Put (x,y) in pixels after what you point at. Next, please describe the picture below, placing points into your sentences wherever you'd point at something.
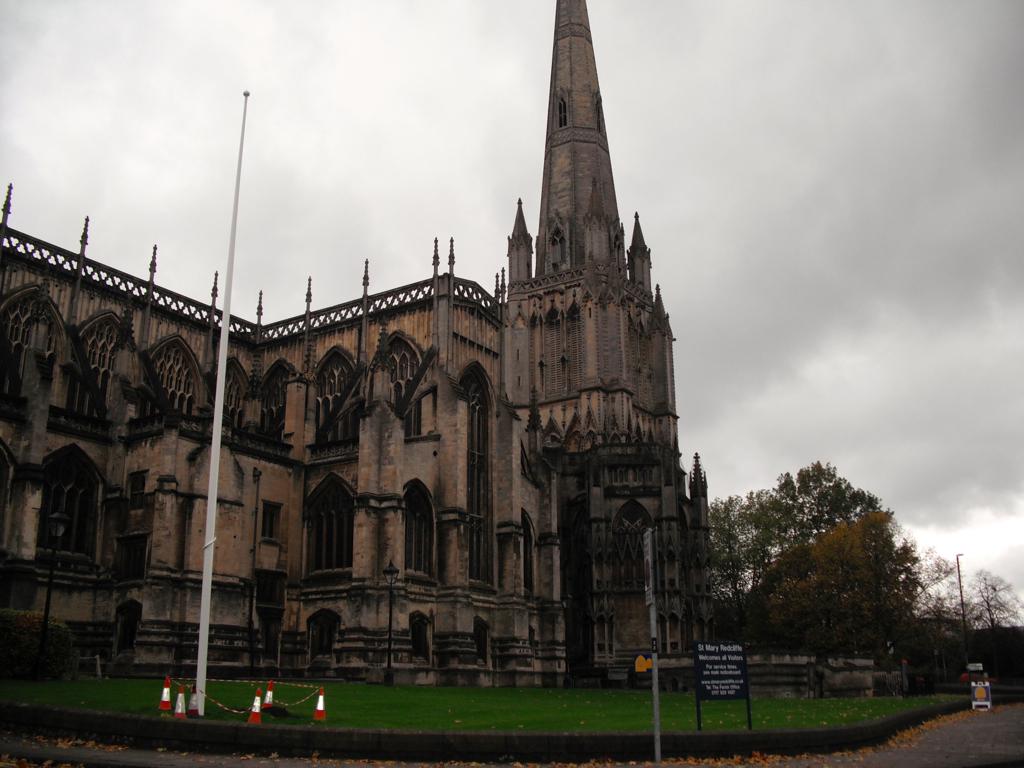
In this picture we can see the road (958,734), grass (495,697), board (726,686), poles (963,638), traffic cones (270,686), trees (957,653), building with windows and in the background (308,261) we can see the sky (734,266) with clouds (689,210).
